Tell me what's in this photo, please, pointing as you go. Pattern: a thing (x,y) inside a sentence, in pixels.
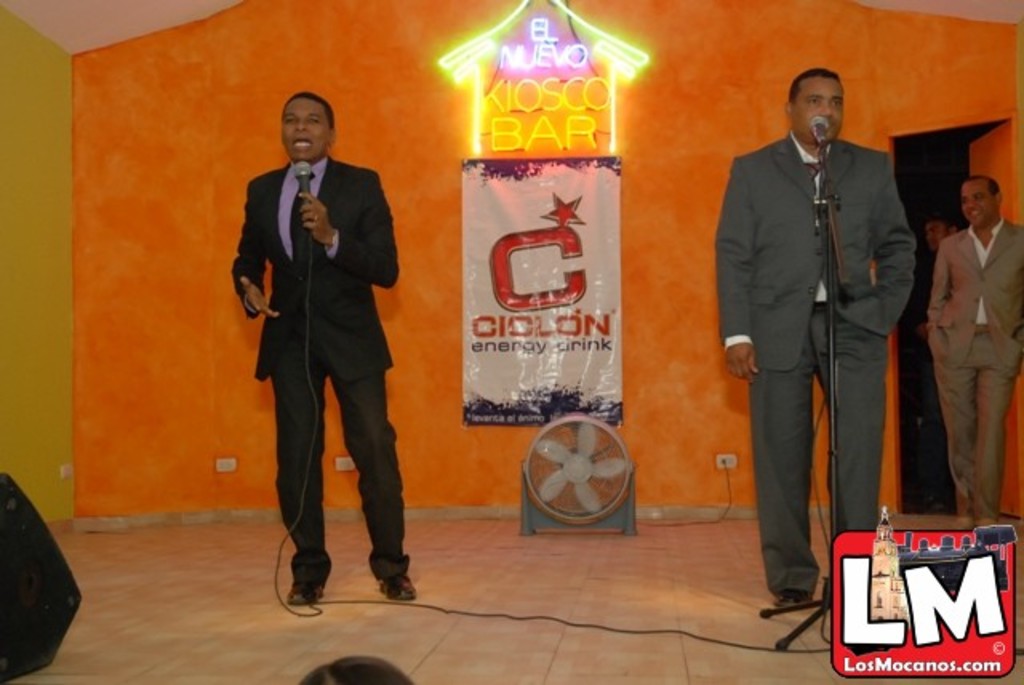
This is an inside view. Here I can see two men (794,324) are standing on the floor (660,592). The man (775,383) who is on the right side (775,461) is wearing suit (758,299). In front of this man (817,175) I can see a mike stand (830,223). The man (379,224) who is on the left side (324,299) is wearing a black color suit (351,226), holding a mike (301,181) in the hand (312,199) and speaking. On the left side (30,613), I can see a speaker (39,582) which is placed on the floor (100,646). On the right side (979,289), two men (979,327) are standing and looking at these people (362,303). In the background (334,59) there is a wall (196,59) to which a banner (518,242) and few lights (571,57) are attached and also there is a fan (558,478).
